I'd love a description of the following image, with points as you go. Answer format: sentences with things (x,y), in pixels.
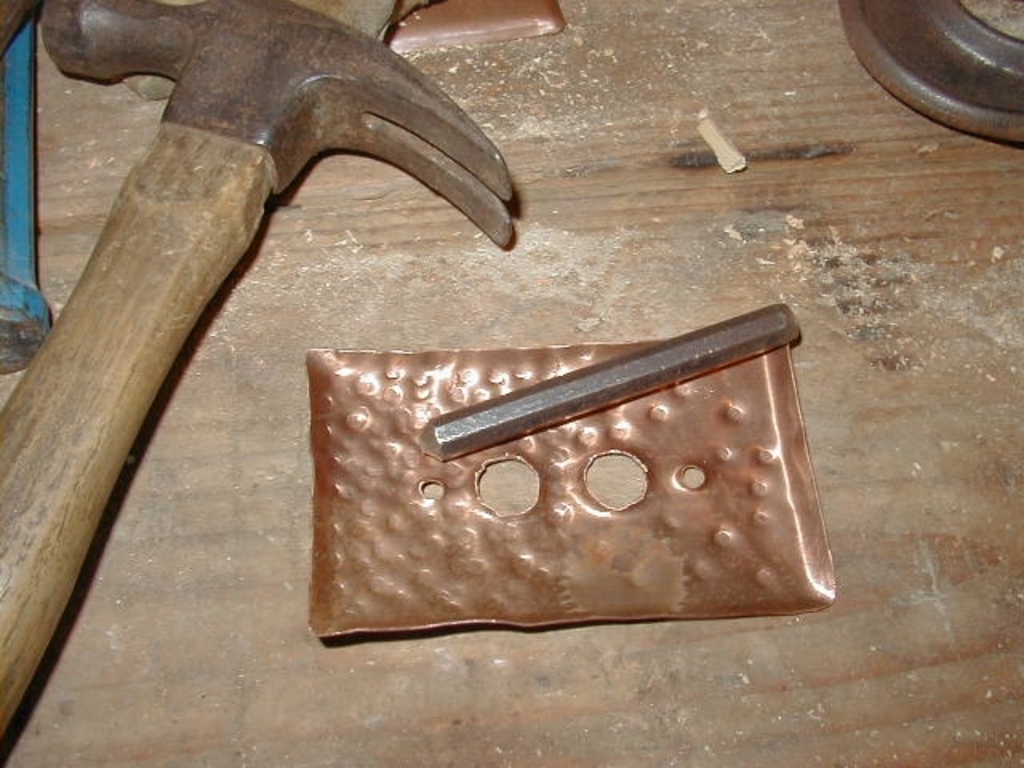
In this image I can see a table (944,454) which is cream and brown in color and on the table (948,368) I can see a tool (183,243), a copper sheet (402,556) and a metal rod (768,348). I can see a blue colored object (1,135) to the left side of the image (34,198) and few other objects (965,91) on the table (878,99).
